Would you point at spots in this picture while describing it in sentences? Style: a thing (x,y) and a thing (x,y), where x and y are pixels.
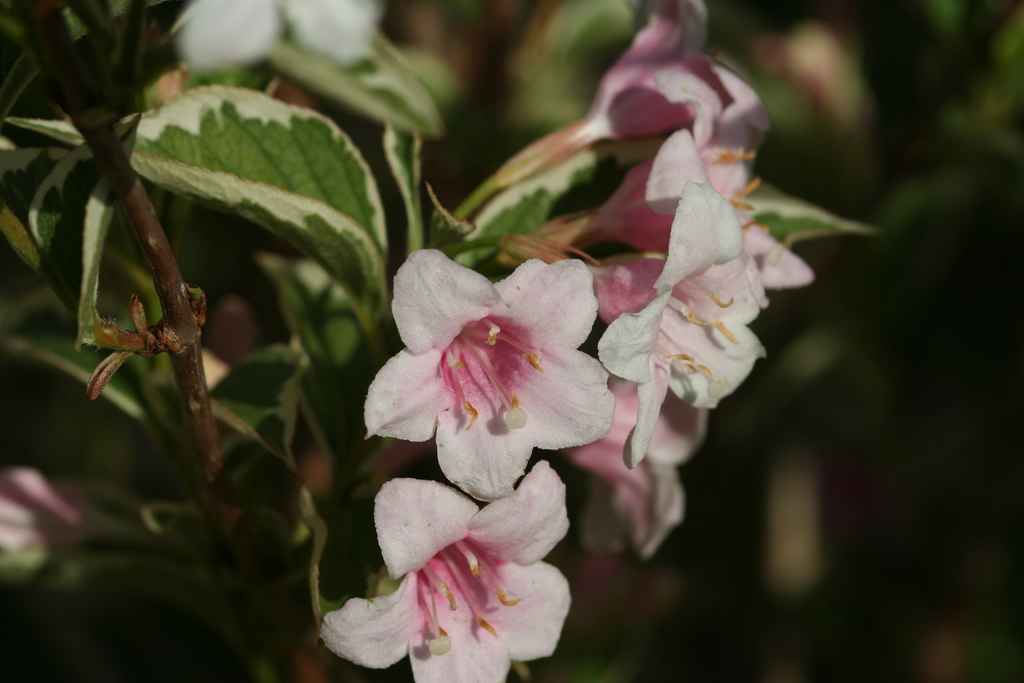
In this image, we can see some leaves (264,168) and flowers (440,409). In the background (878,273), image is blurred.
